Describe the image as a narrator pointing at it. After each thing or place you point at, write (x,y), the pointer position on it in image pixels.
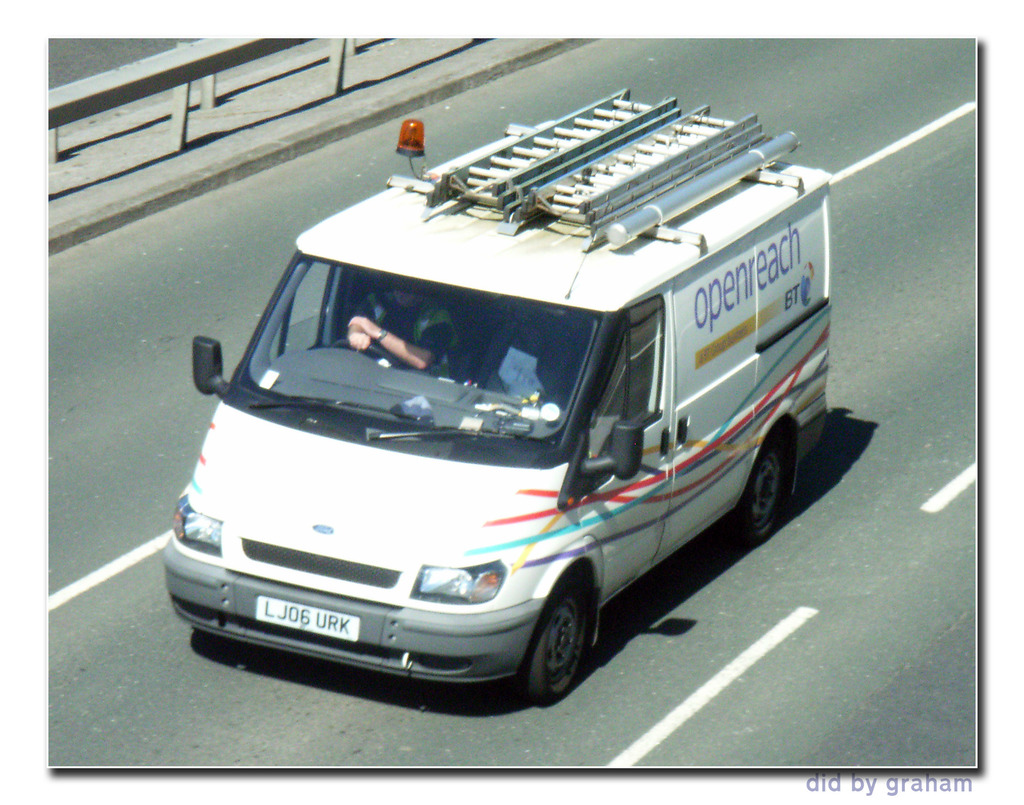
In the image there is a vehicle (471,265) on the road (128,673) and inside the vehicle (394,357) there is a person (388,338) sitting in front of the steering (375,351).
